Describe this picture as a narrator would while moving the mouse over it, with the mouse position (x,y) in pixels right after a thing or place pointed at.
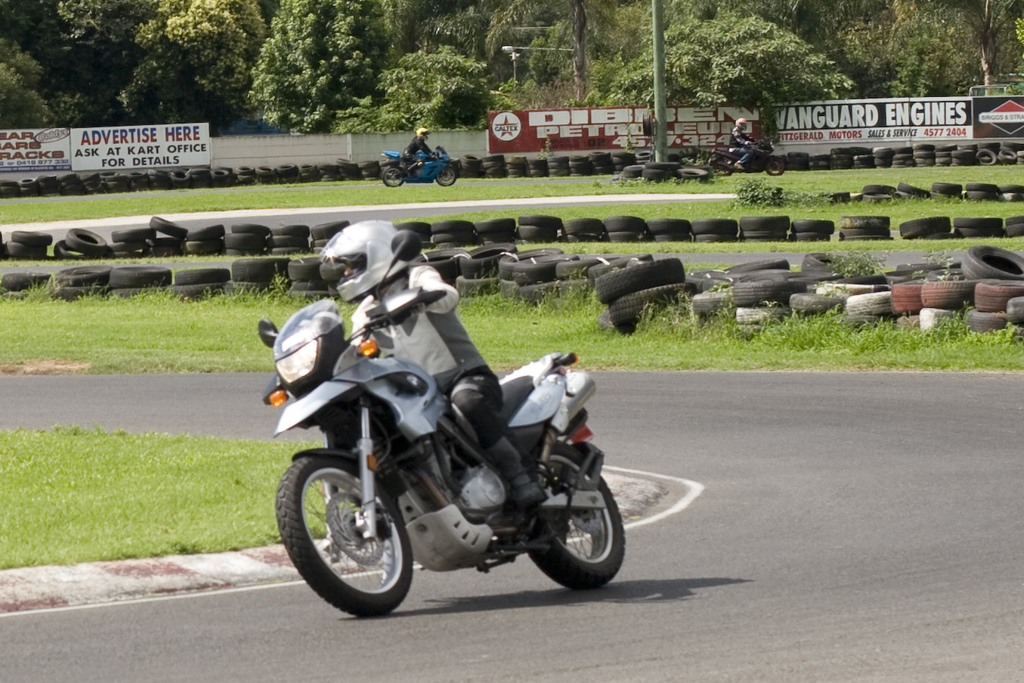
In the image there are few people (346,234) riding bikes (356,438) and they kept helmets (363,229) on their heads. There are tires (981,263) and grass (245,322) on the ground (353,201). And also there is a road (73,615). In the background (236,152) there is a wall (375,153) with posters (917,109). Behind the wall (348,143) there are trees (665,49) and also there is a pole (657,38).
